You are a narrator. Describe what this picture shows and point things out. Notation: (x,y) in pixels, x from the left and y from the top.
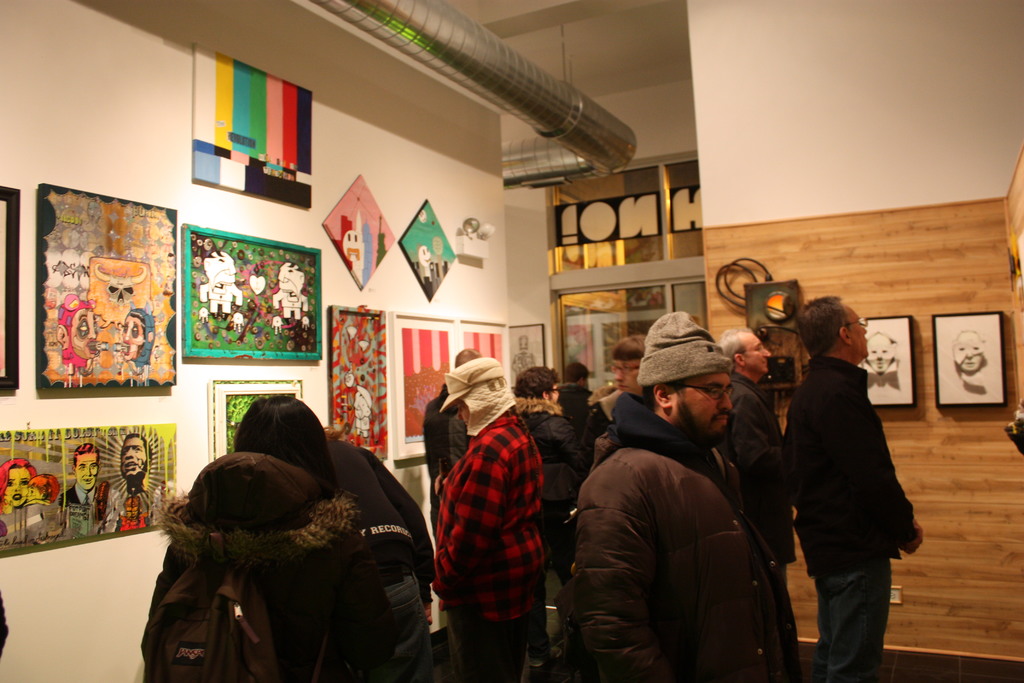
In this image there are few people (517,487) in the room (228,369), there are a few frames (484,342) attached to the wall (397,100), a steel pipe (476,85) attached to the roof (533,41) and a glass door (631,288).
